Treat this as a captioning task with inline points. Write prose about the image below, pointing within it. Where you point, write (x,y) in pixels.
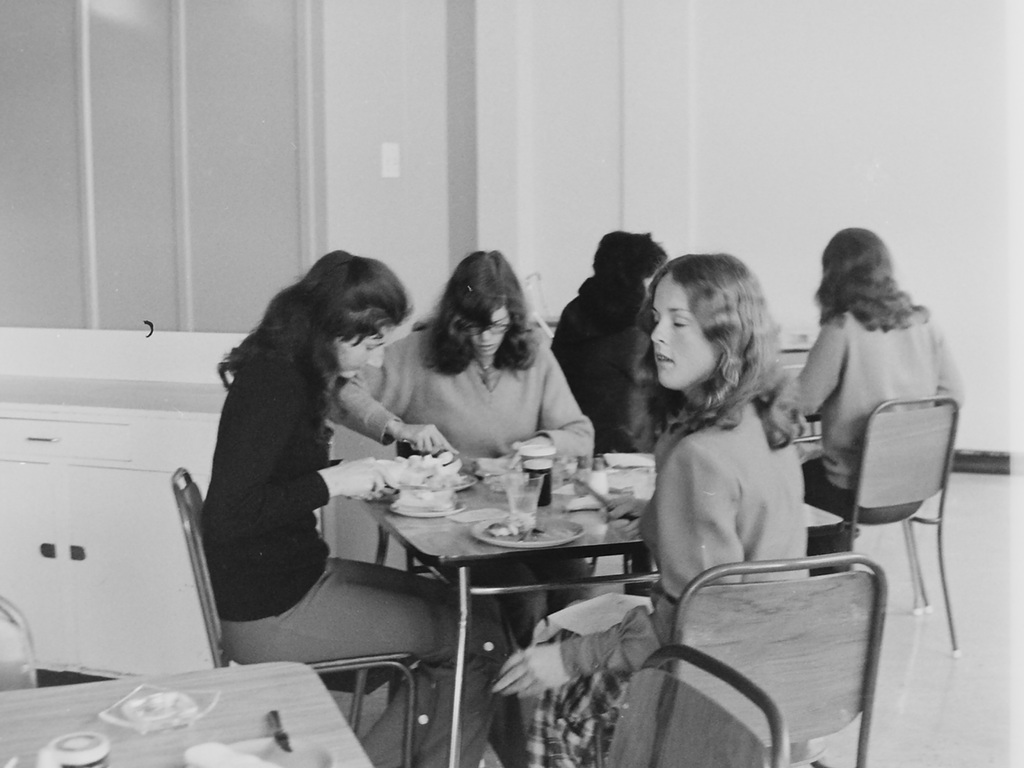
Picture is in black and white where there are five women (699,494) sitting on the chairs (921,457) and coming to the left corner of the picture (285,572) there are three women (579,715) on the chairs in front of the tables (455,527) there is food (509,530) and glasses (534,500) and at the right corner of the picture (853,416) there are two women (906,313) sitting on the chairs (888,463) and behind them there is a wall (380,147) and a wooden rack (127,648).
